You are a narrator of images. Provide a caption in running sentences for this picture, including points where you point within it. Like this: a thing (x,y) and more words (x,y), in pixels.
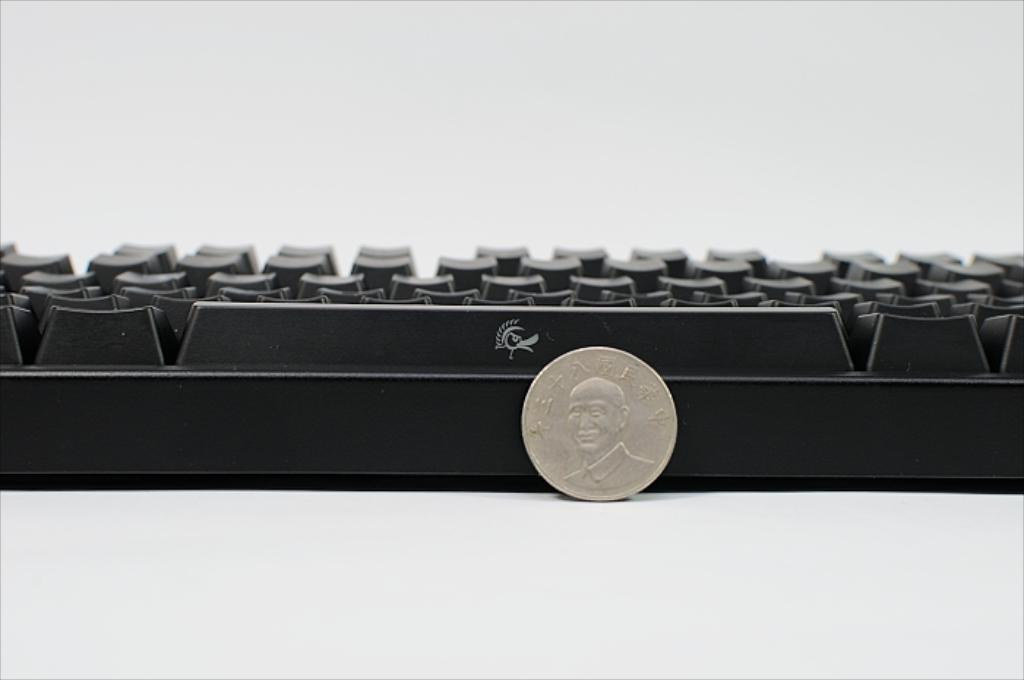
In this image I can see the coin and I can also see the keyboard (333,254) and the background (239,72) is in white color.
